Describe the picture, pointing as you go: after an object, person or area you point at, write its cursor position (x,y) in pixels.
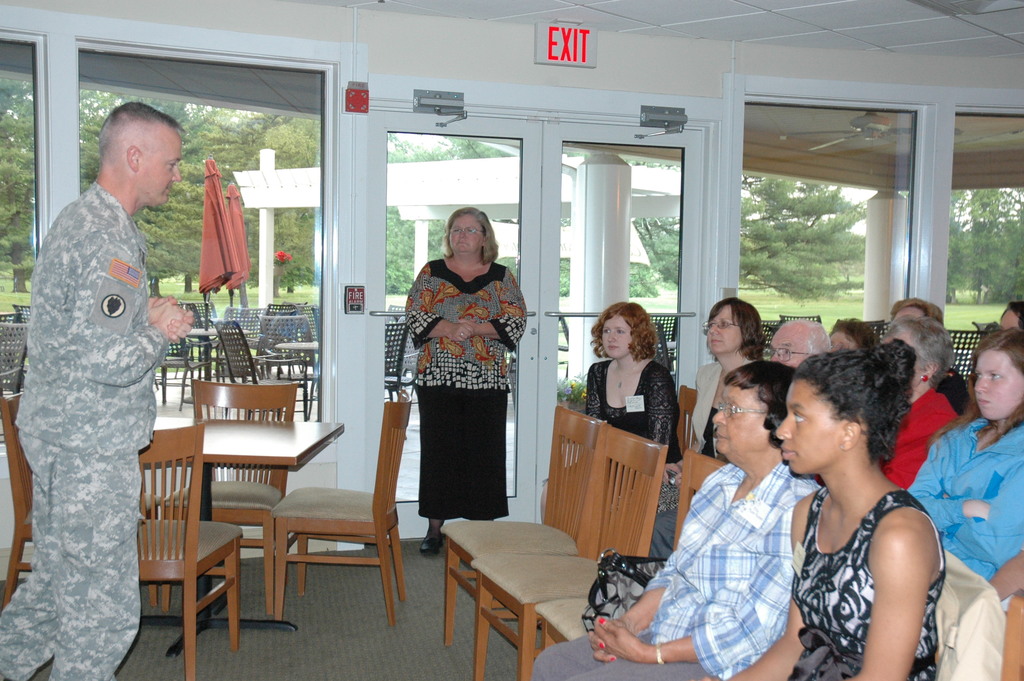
In the image we can see there are people (774,587) who are sitting on the chair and there are two people (458,368) who are standing and on the top (577,27) it's written "EXIT".
